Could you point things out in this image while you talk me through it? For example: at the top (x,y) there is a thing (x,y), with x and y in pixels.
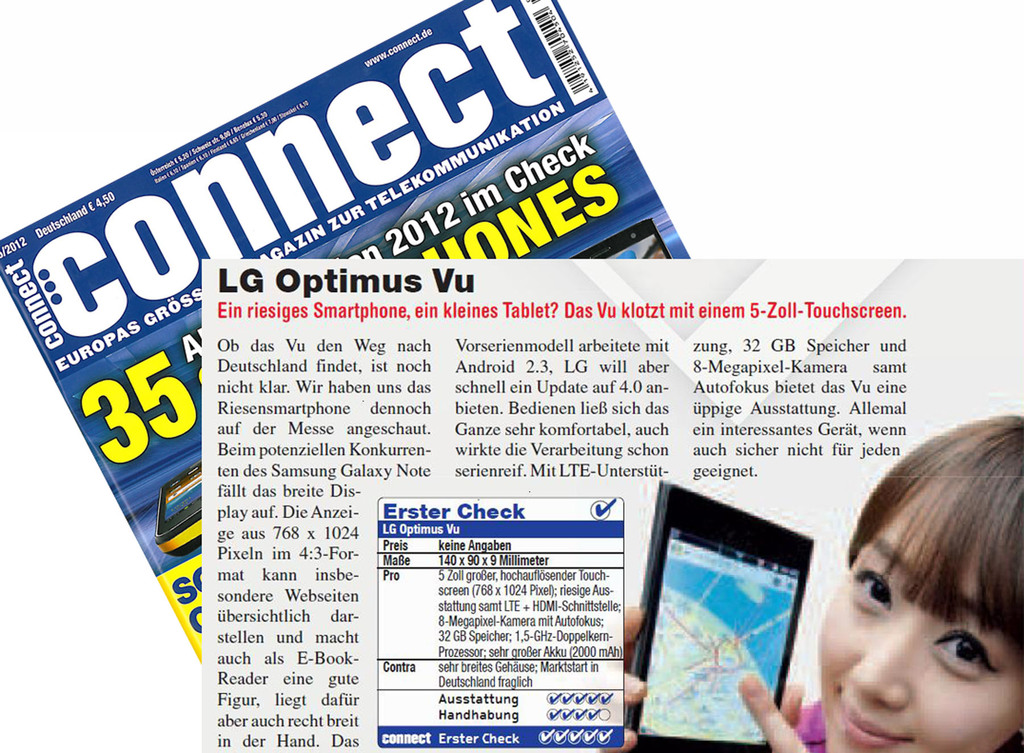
In the image we can see there are posters (315,308) and there is a picture (909,617) of a woman (881,642) holding mobile phone (691,646) in her hand (628,662). On the poster (153,347) it's written ¨Connect¨. There is matter (361,466) written on the poster (462,439).
